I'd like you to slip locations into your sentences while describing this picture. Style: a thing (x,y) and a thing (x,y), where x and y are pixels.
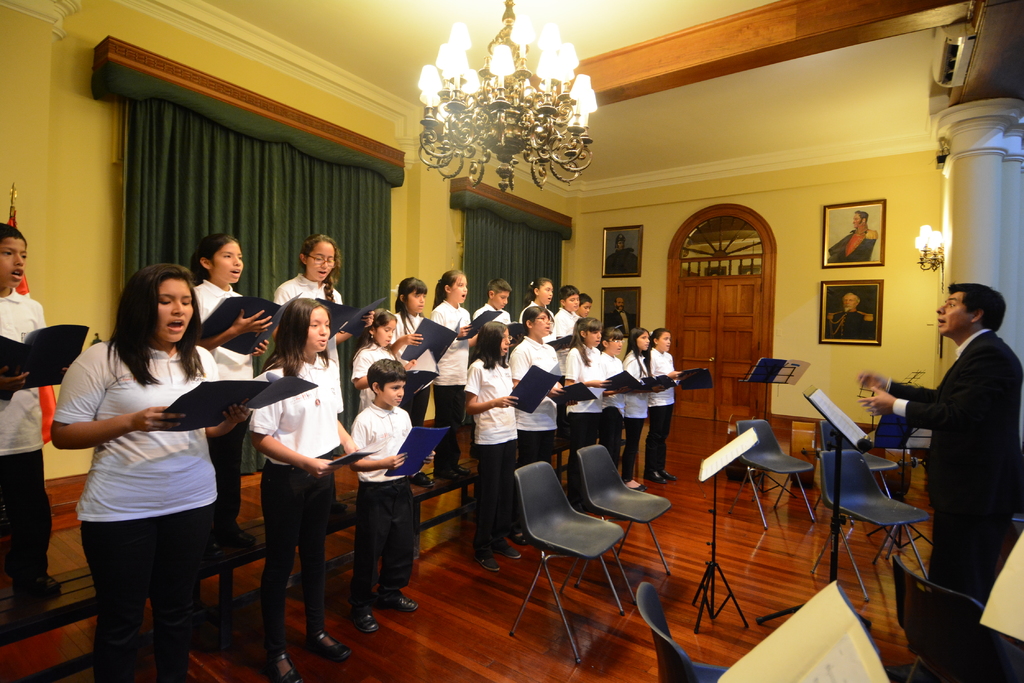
As we can see in the image there is yellow color wall (93,214), curtain (145,228), door (730,340), few people (319,512) standing and holding books (525,380) in their hands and there are chairs (842,489).
